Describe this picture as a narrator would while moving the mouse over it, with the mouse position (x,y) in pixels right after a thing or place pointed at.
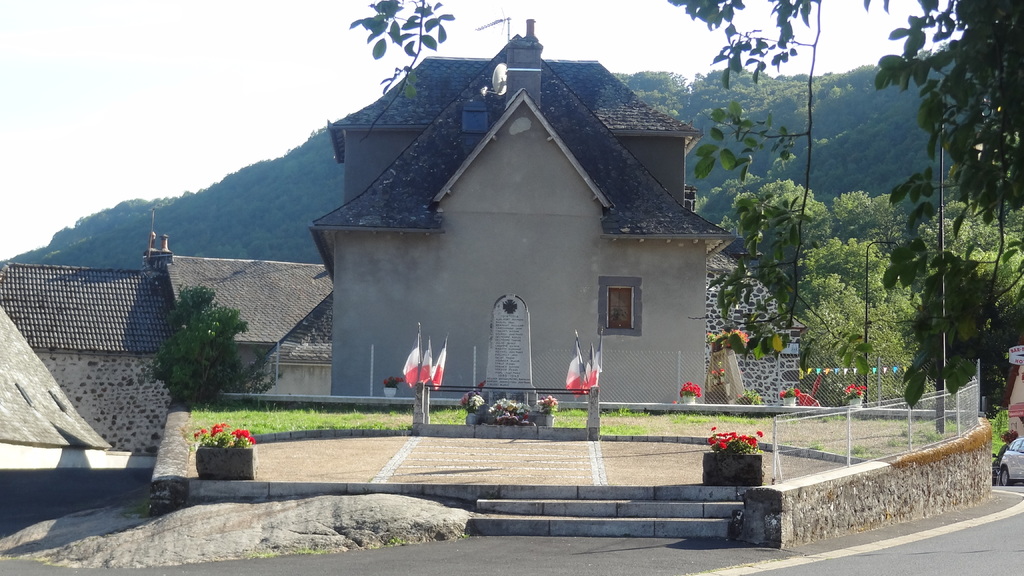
In this image I can see the road (896,552), a car (1014,460) on the road (997,531), the railing (862,437), the ground (575,443), few flowers (745,441) which are red in color, few flags (421,368), a tomb stone (514,342), few trees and few buildings (685,347). In the background (238,214) I can see the mountain (254,205), few trees (826,117) on the mountains (276,159) and the sky (167,82).
